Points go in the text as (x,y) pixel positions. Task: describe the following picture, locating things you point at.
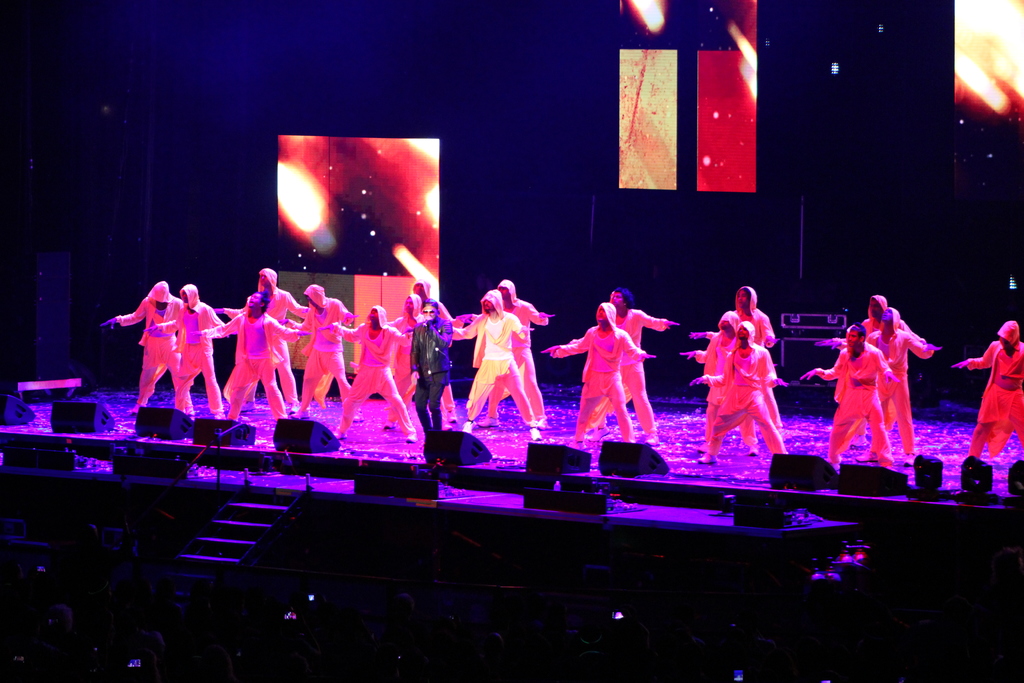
In this picture we can see a few people (504,299) on the stage (789,431). There are loudspeakers (786,464) and some lights (303,198) in the background (320,214).
